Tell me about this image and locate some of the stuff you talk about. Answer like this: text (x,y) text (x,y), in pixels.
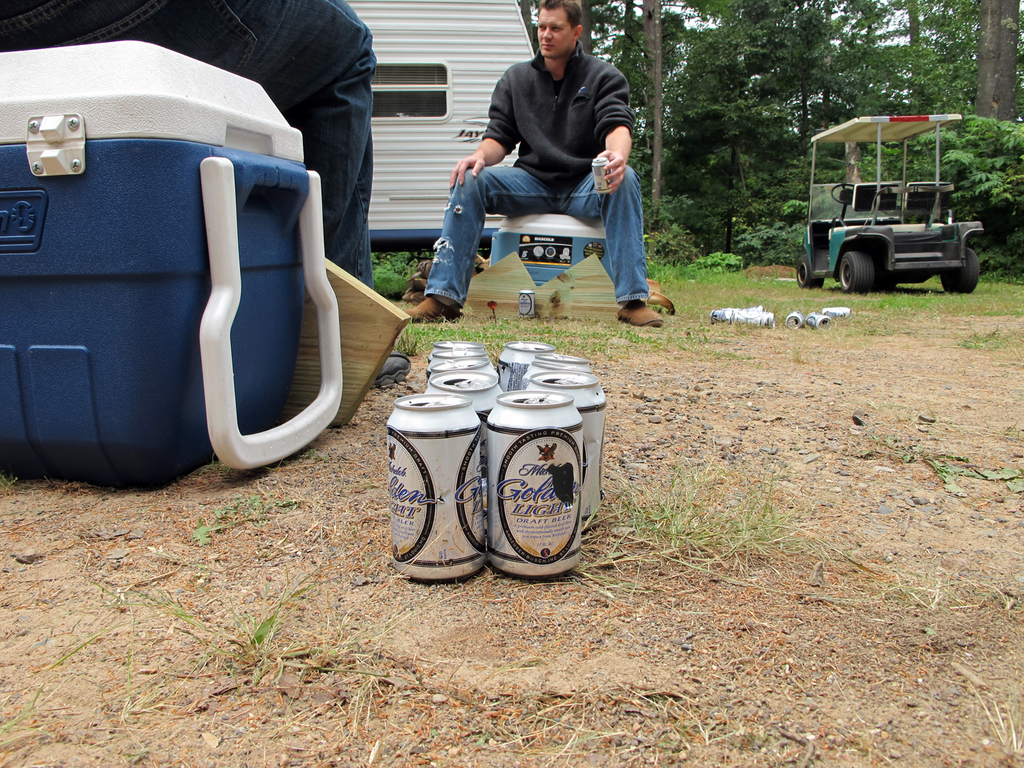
On the left (201,27) there is a person (225,21) sitting on a box (68,235) and there are tins (449,503) on the ground (110,532) beside to him. In the background (525,182) there is a man (572,194) sitting on a box (504,246) by holding a tin (599,181) in his hand (612,176) and there are few more things (762,319) on the ground (719,331) and there are two vehicles (403,86) on the ground (813,678), trees (626,32) and sky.
